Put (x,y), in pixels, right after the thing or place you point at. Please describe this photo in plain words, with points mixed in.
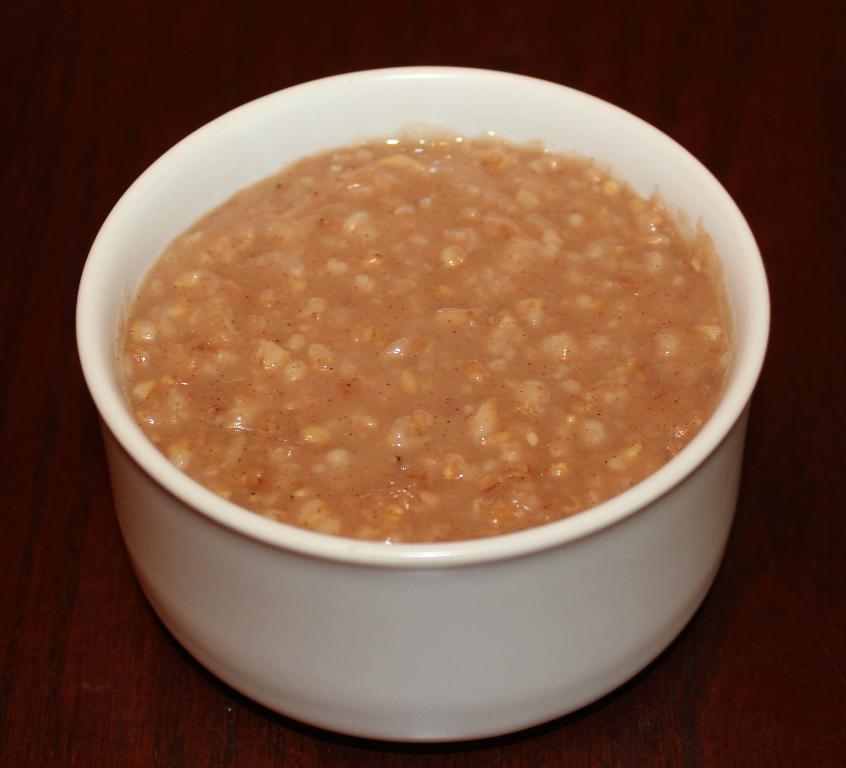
In the center of the image (370,410) a bowl (381,641) of food item (354,457) is present on the table (162,91).
